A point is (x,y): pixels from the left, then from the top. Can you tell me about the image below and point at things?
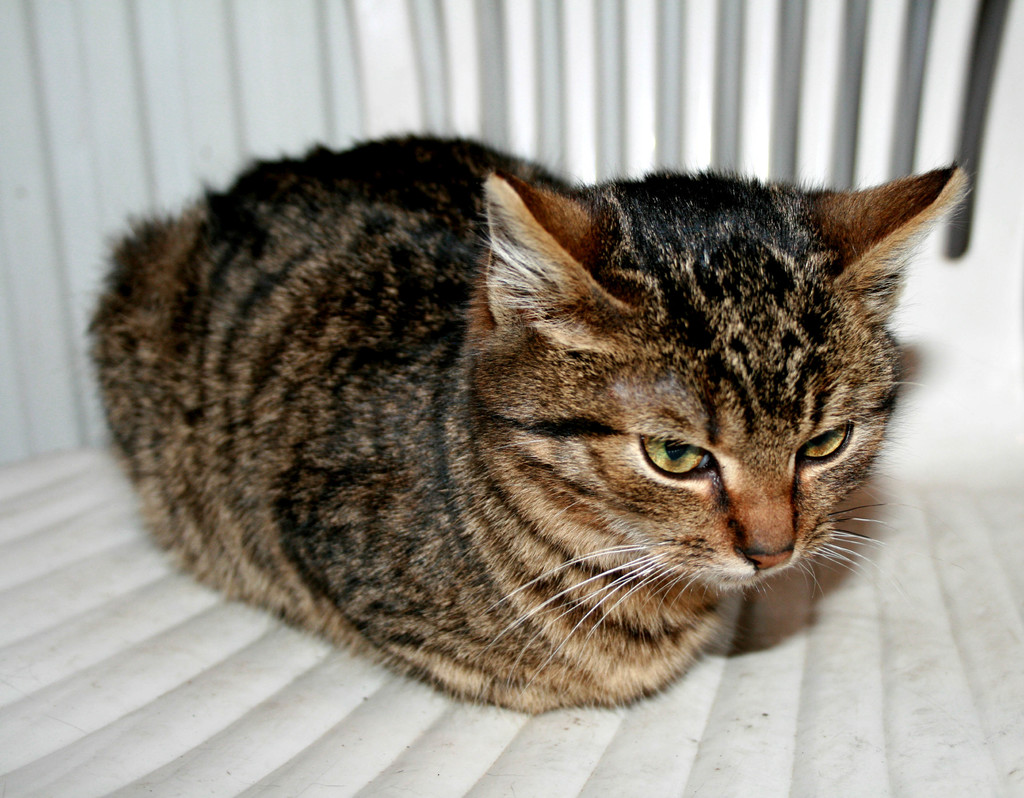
In this image we can see a cat (756,542) and the background (684,75) it looks like the wall (669,70).
